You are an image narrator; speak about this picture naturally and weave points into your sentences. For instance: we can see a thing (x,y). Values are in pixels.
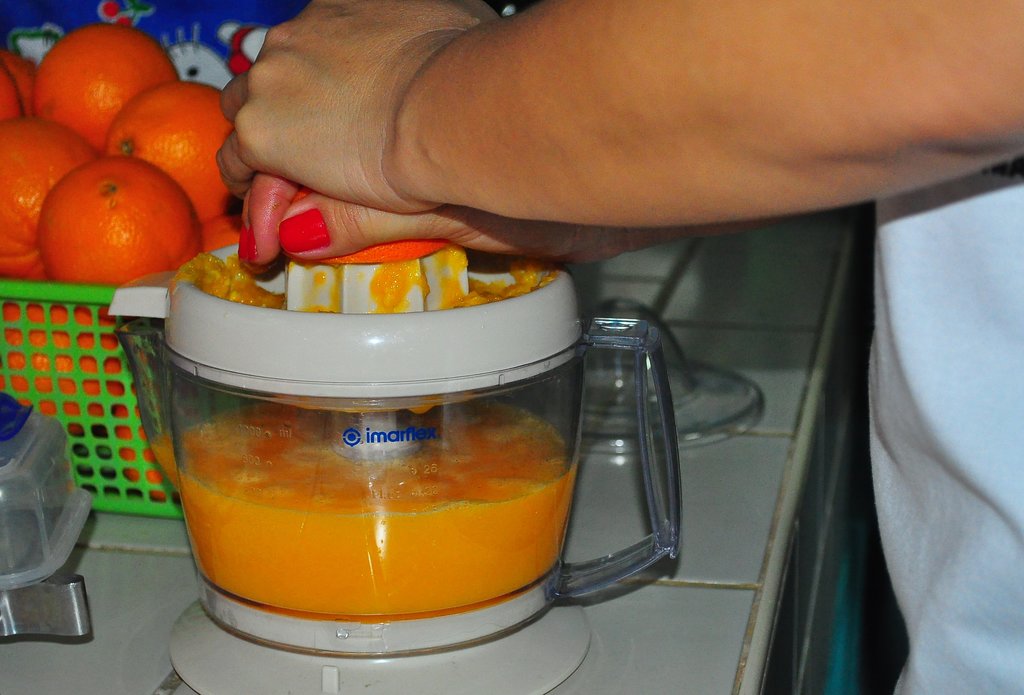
In the image on the right side (924,354), we can see one person (964,150) standing and holding a mixer jar (406,317). In front of him, we can see one table (650,617). On the table (710,516), there are a mixer jar (516,517), basket (155,467), bowl (750,401), cloth (195,0), fruits (155,70) and a few other objects (41,509).
